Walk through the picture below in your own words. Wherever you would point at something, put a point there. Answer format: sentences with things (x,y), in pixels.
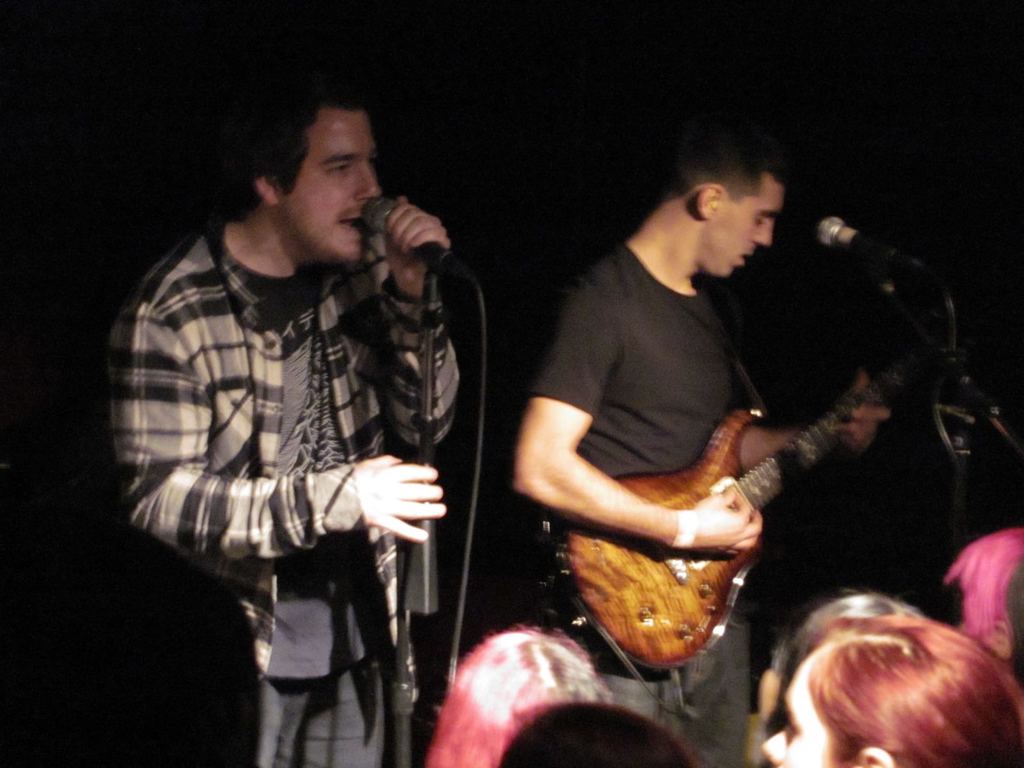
This man (401,400) wore jacket (254,371) and holding mic (384,224) and singing. This man (633,267) wore black t-shirt (655,447) and playing guitar (755,476) in-front of mic (822,230). These are audience (875,639).
